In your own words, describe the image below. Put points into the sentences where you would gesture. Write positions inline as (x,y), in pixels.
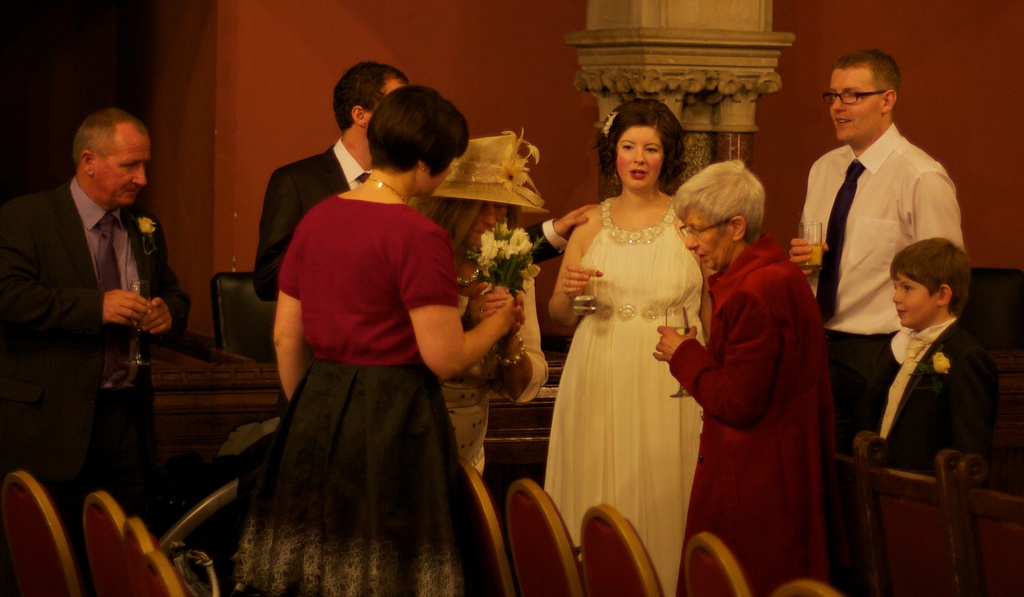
In the picture I can see a few people (888,147) standing on the floor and they are holding a glass of wine (136,293) in their hand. There is a boy (964,294) on the right side (964,342) is wearing a suit (963,419) and tie (921,337). There is a woman (669,447) on the right side (713,325) and looks like she is speaking. These are looking like chairs (526,519) on the floor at the bottom of the picture (734,557). There is another woman (426,242) on the left side (338,324) is holding a flower bouquet (520,277) in her hands (484,303).
